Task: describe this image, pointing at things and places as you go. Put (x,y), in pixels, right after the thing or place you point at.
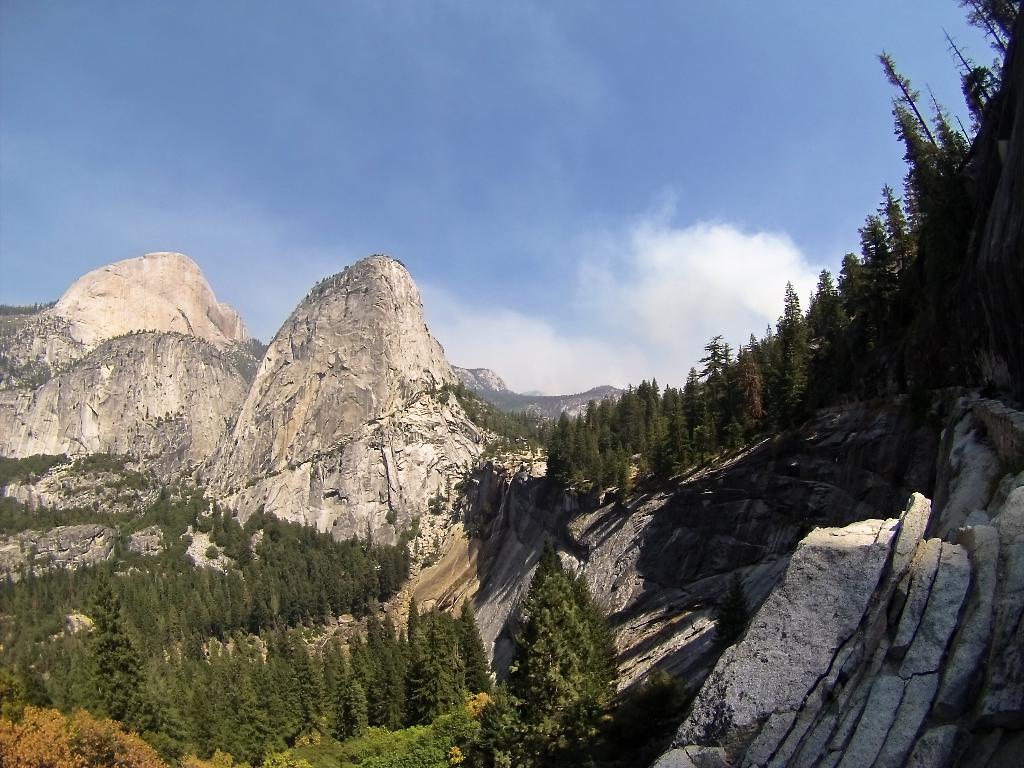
In this image we can see some mountains (543,472), trees (559,479) and sky (439,258) in the background (685,258).
